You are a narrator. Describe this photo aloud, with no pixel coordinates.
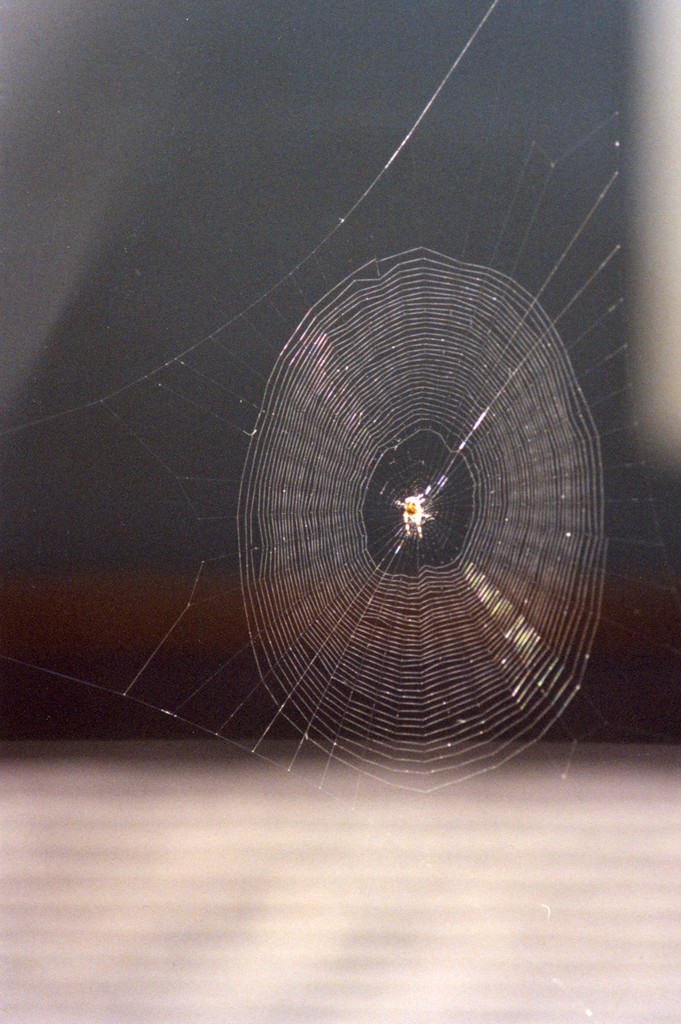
In the picture I can see the spider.
